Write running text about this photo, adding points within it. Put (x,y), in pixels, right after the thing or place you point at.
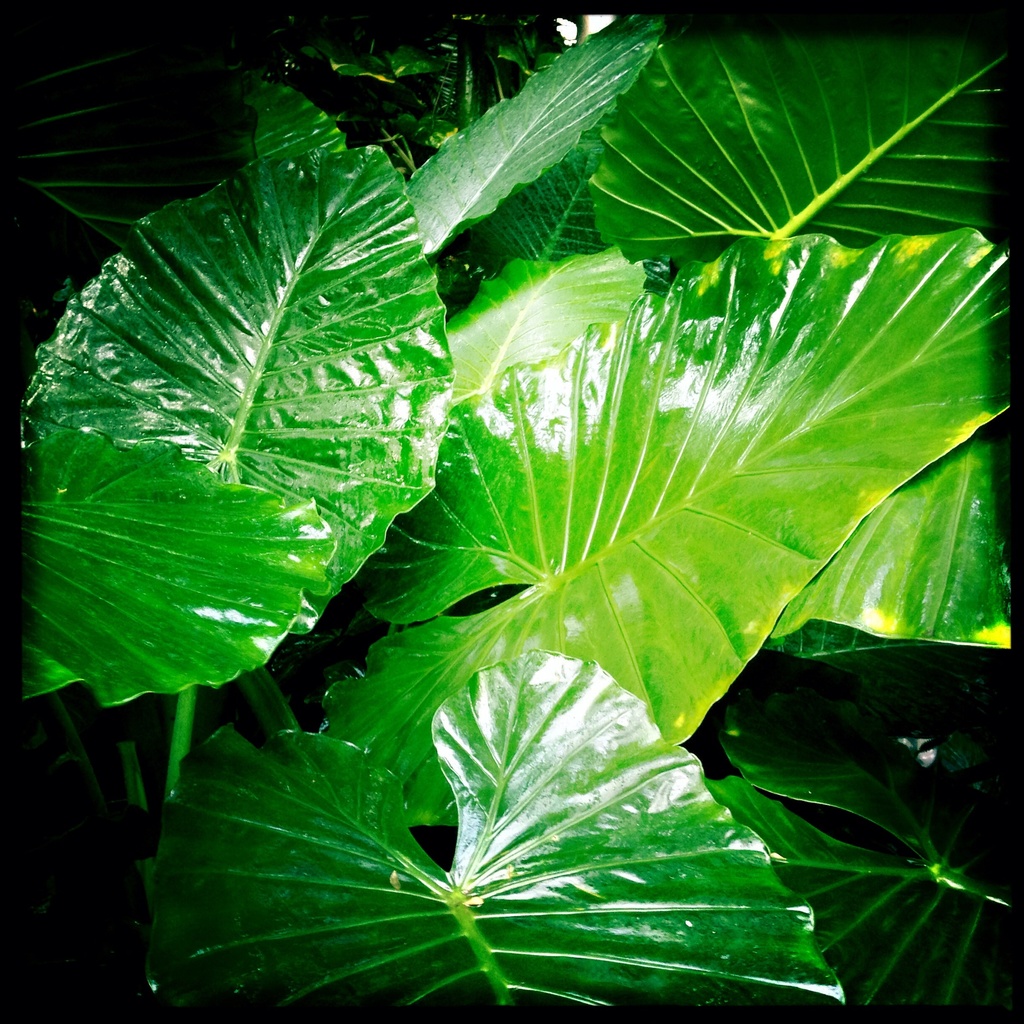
In this picture there are plants (627,166). This picture is an edited picture.
